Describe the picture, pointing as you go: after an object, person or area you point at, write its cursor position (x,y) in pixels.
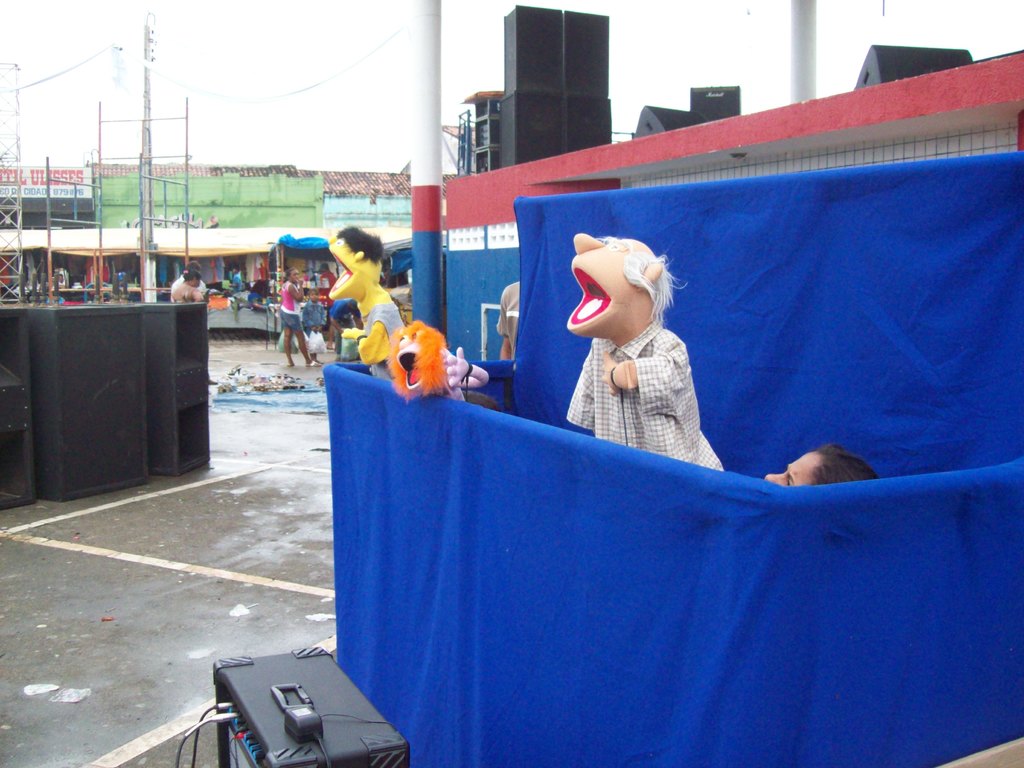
In the picture we can see a play of the dolls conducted by persons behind the curtain (863,550) and behind it, we can see a stage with some music boxes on it and in the background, we can see some stalls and some people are standing near it and behind it we can see the sky (91,87).
